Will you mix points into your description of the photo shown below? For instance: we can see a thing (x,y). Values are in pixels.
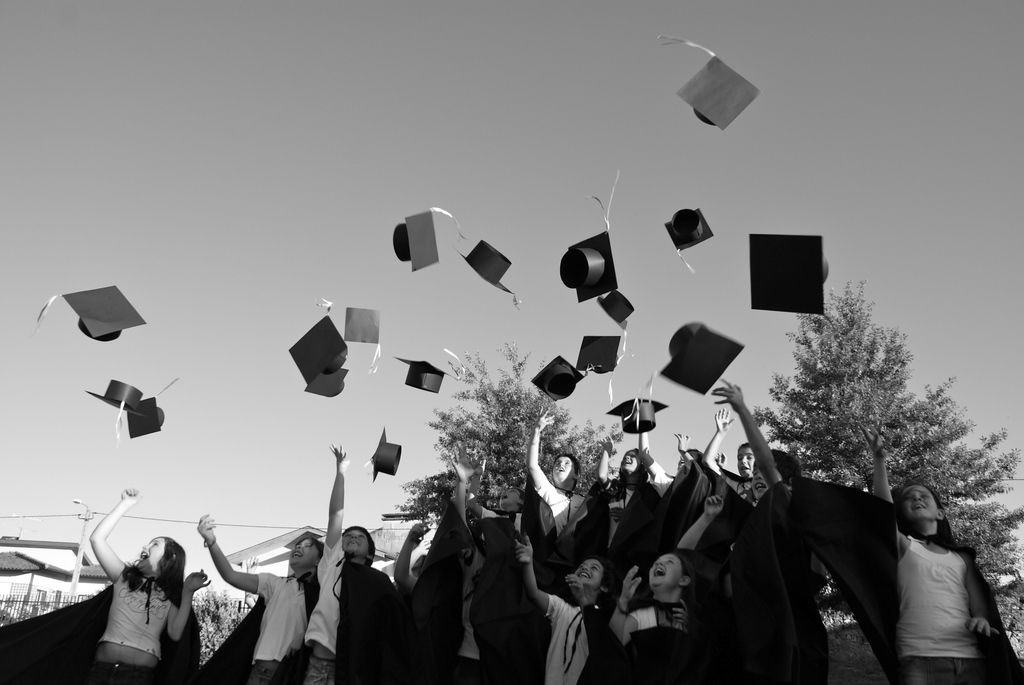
In this image I can see the black and white picture in which I can see number of persons (625,512) are standing and I can see few hats (616,295) in the air (545,264). In the background (14,543) I can see few trees (961,493), few buildings (14,543) and the sky (640,160).
